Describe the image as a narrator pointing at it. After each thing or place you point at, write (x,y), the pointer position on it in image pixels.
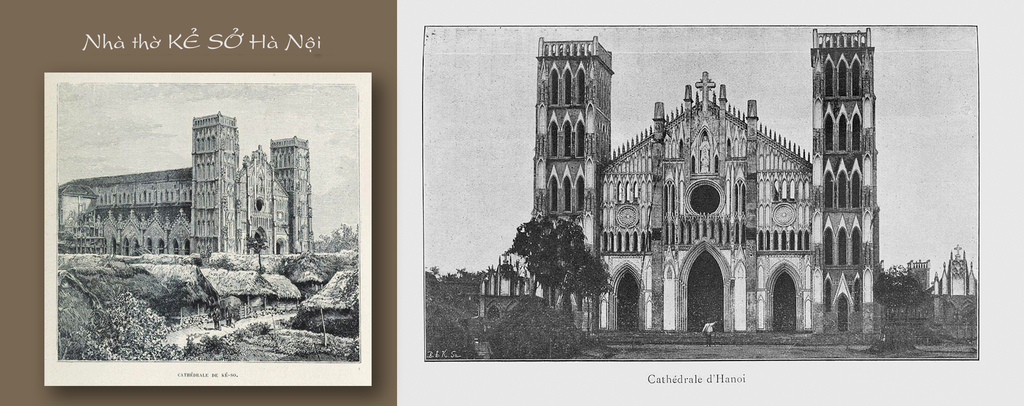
In this picture we can see a paper (588,398), in this paper (688,311) we can see a building (690,191) where, there are some trees (140,323) here, we can see some text (705,384) here.
